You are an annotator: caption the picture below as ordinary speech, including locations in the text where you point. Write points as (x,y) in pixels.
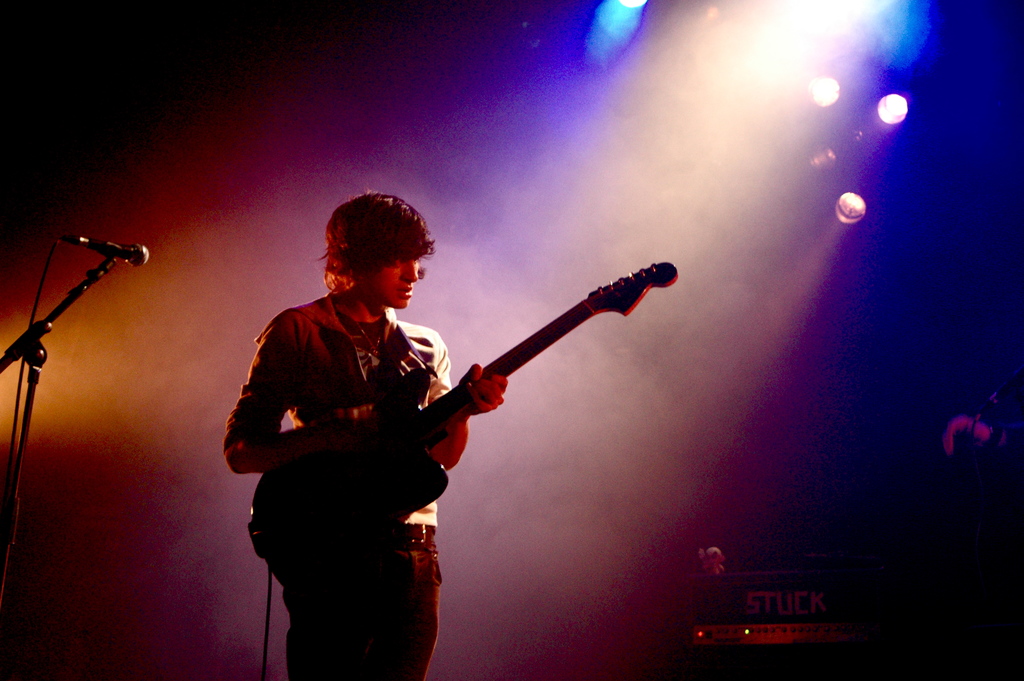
In this image i can see a man (347,380) is playing a guitar (372,489) in front of a microphone (124,253).
